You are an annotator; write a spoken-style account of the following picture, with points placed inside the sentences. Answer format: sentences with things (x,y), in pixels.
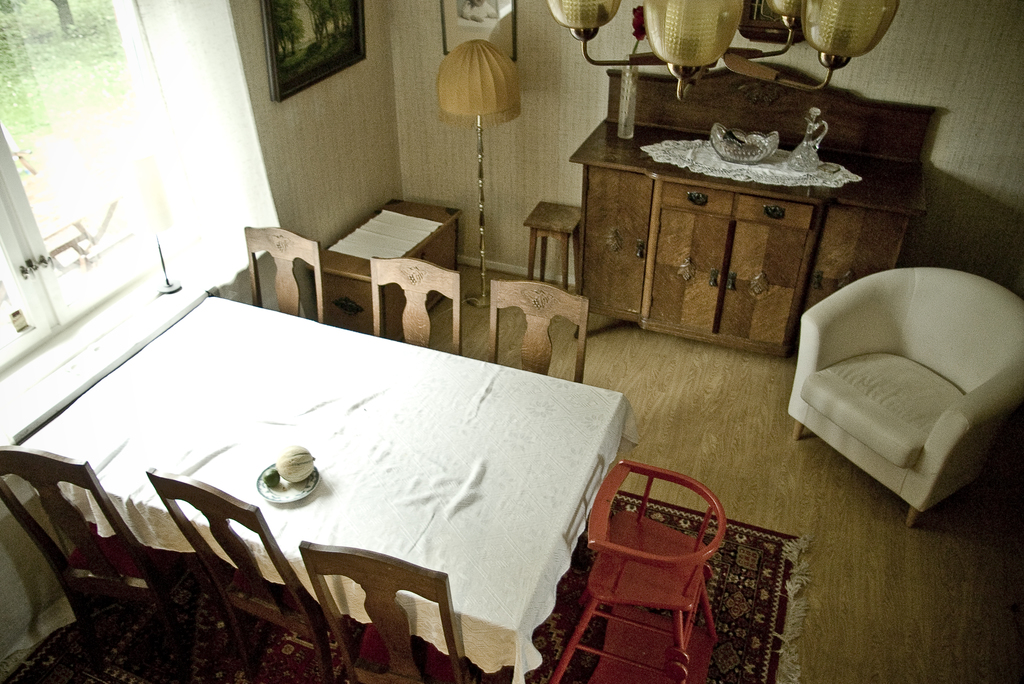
This is a dining table (459,429) which has six chairs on the dining table (343,510) there is a Muskmelon fruit (307,460) and at the right side of the image (903,340) there is a couch (871,348) at the left side of the image (117,76) there is a window (99,95) and at the top of the image (298,56) there is a scenery (347,56) on the wall (406,40) and at the top right of the image (733,182) cabinet (783,239).
